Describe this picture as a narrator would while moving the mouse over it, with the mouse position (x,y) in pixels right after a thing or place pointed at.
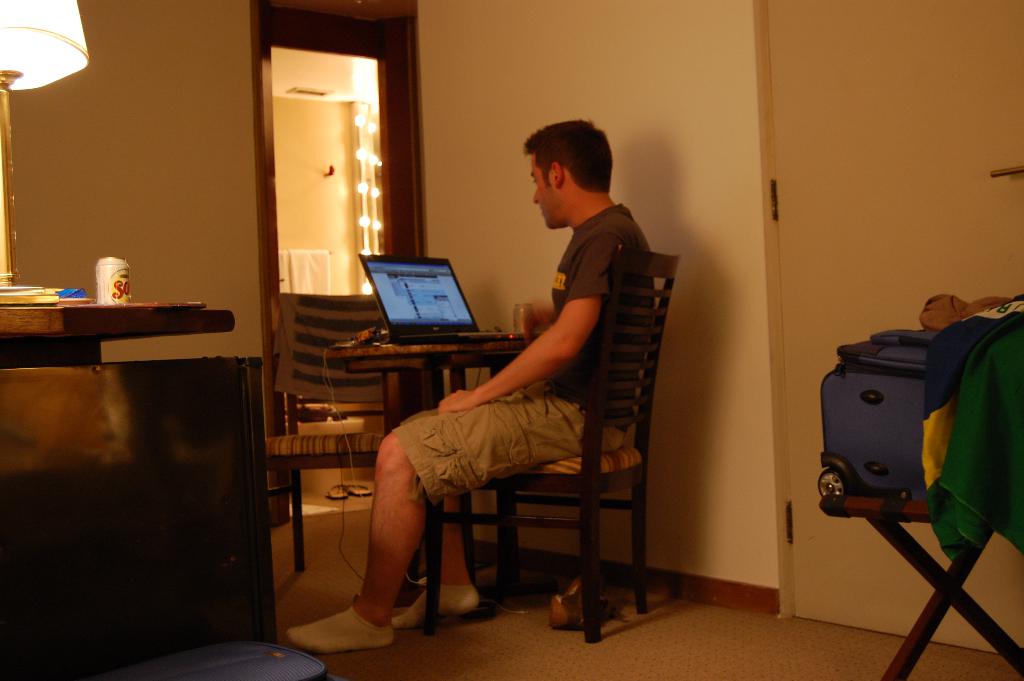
In this picture a man (585,216) is sitting on a chair (601,340) wearing a t-shirt (558,294) he is wearing socks (334,627) and looking at a laptop (413,264), and beside him there is a wall (626,33) and door (895,156) and on the rack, there is the travelling bag (889,467), here is the floor (461,645) and lamp (5,282) on the table (157,316).
